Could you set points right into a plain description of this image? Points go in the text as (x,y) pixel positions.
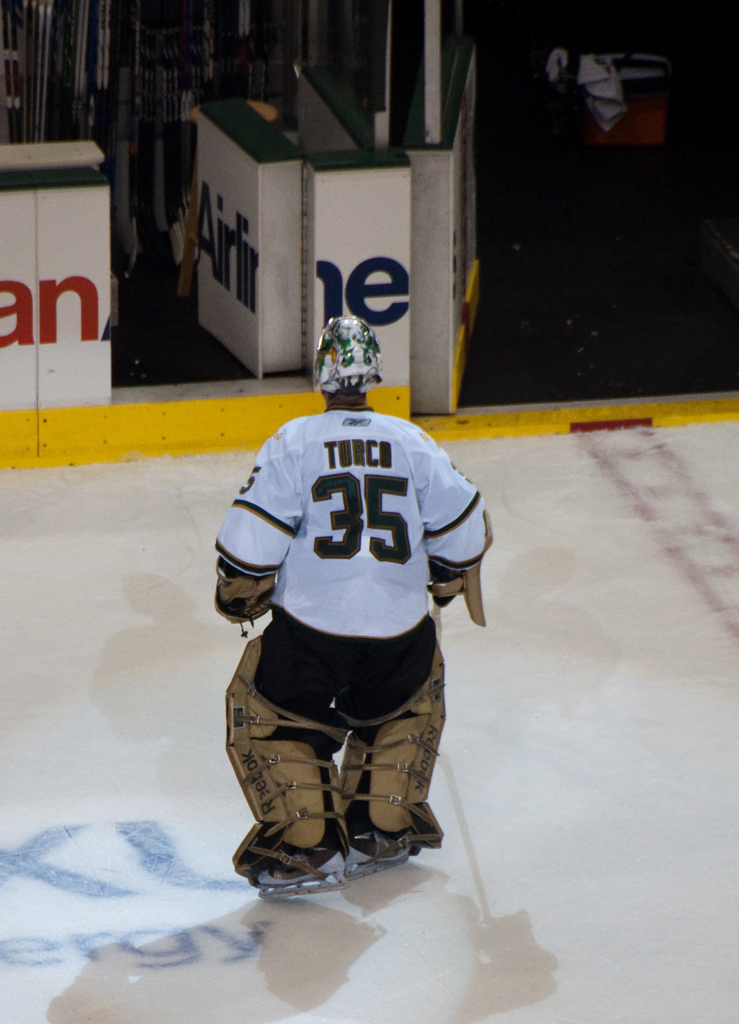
In the center of the image (358,657) we can see a person (299,683). In the background (281,256) there are boards (392,246) and we can see some objects (135,56).
